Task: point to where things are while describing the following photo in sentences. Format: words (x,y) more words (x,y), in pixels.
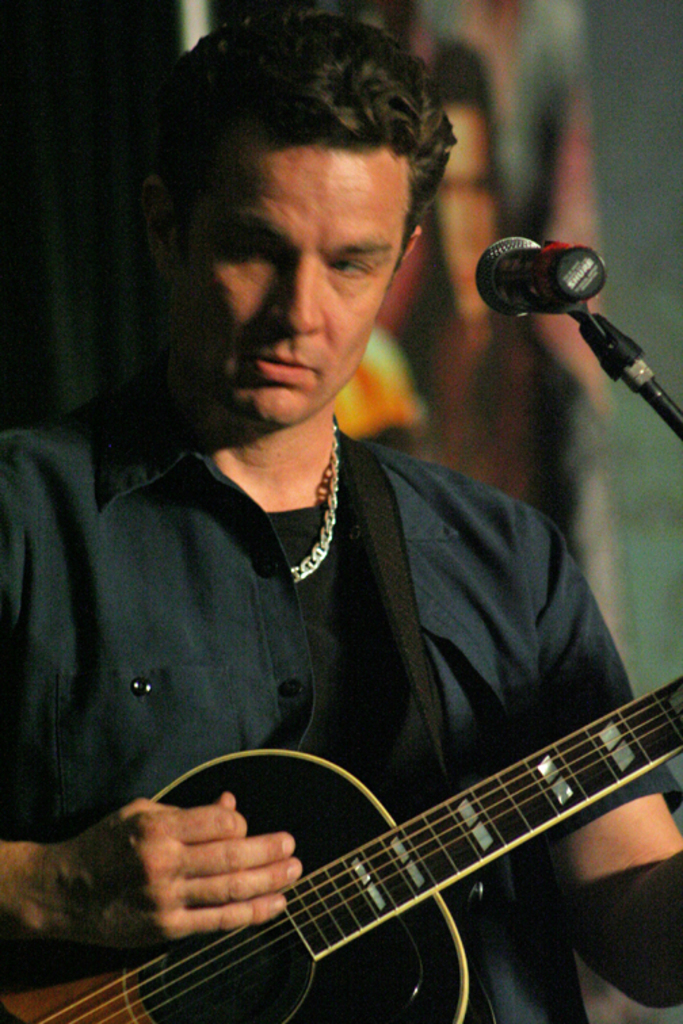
This picture is mainly highlighted with a man (292,684) standing in front of a mike (551,299) and playing guitar (358,921). He wore a chain (329,501).
